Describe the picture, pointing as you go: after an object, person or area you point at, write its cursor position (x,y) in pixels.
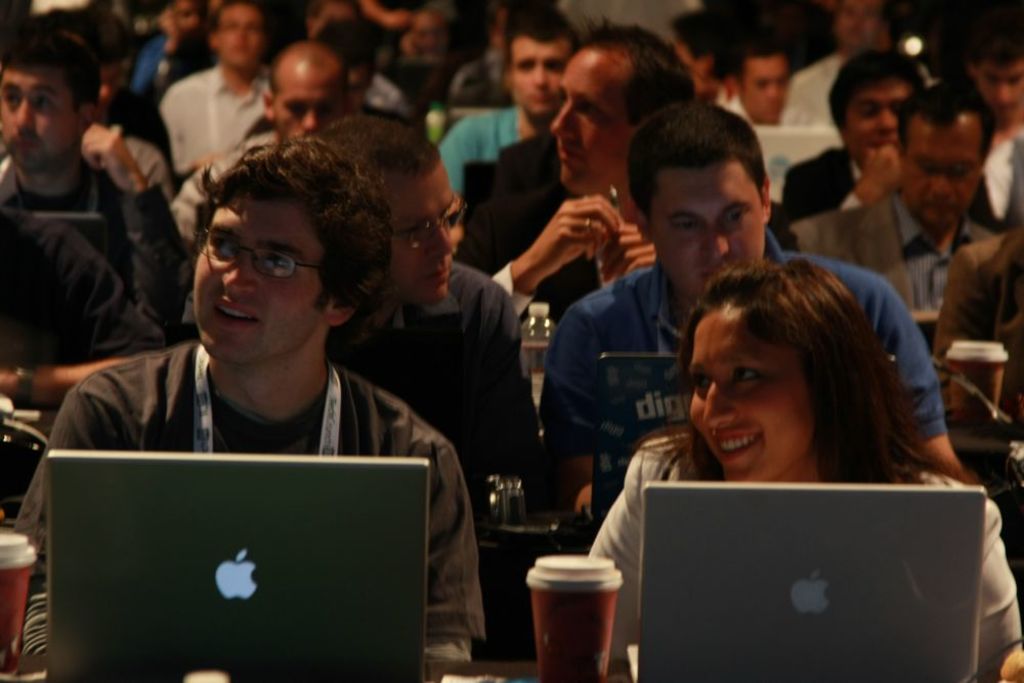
In the image in the center (434,450) we can see two people (705,465) were sitting on the chair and they were smiling, which we can see on their faces (768,365). In front of them, there is a table (446,673). On the table (522,673), we can see glasses (598,636) and laptops (223,553). In the background (940,257) we can see few people (949,244) were sitting.
